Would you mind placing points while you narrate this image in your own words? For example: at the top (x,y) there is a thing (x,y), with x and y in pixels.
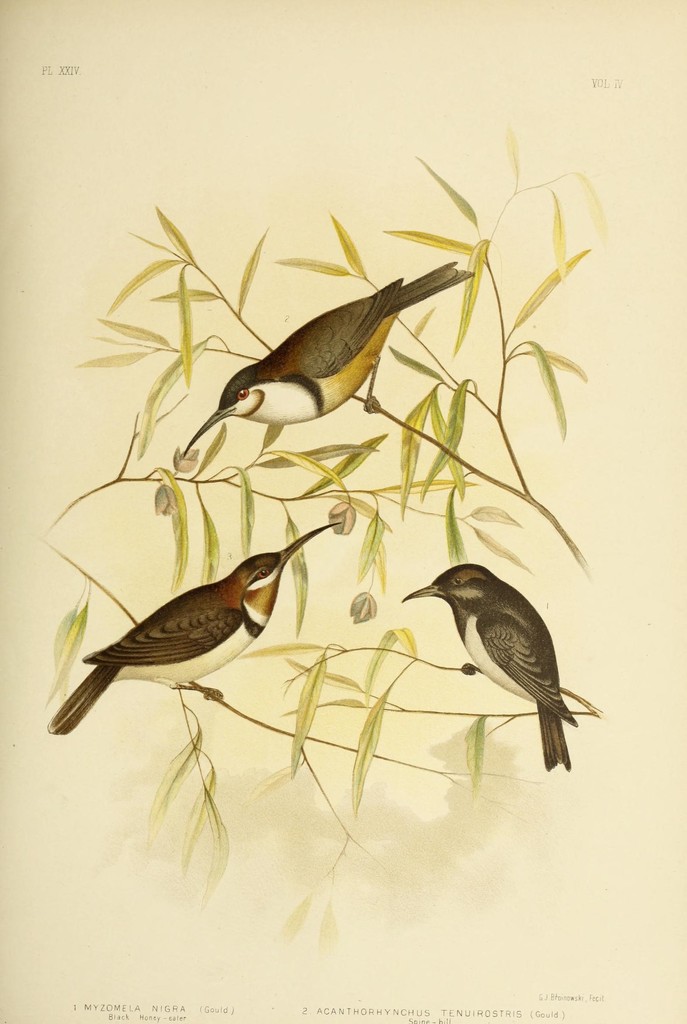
In this image there is a painting (341,548) of birds (304,367) on branches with leaves (176,560).
